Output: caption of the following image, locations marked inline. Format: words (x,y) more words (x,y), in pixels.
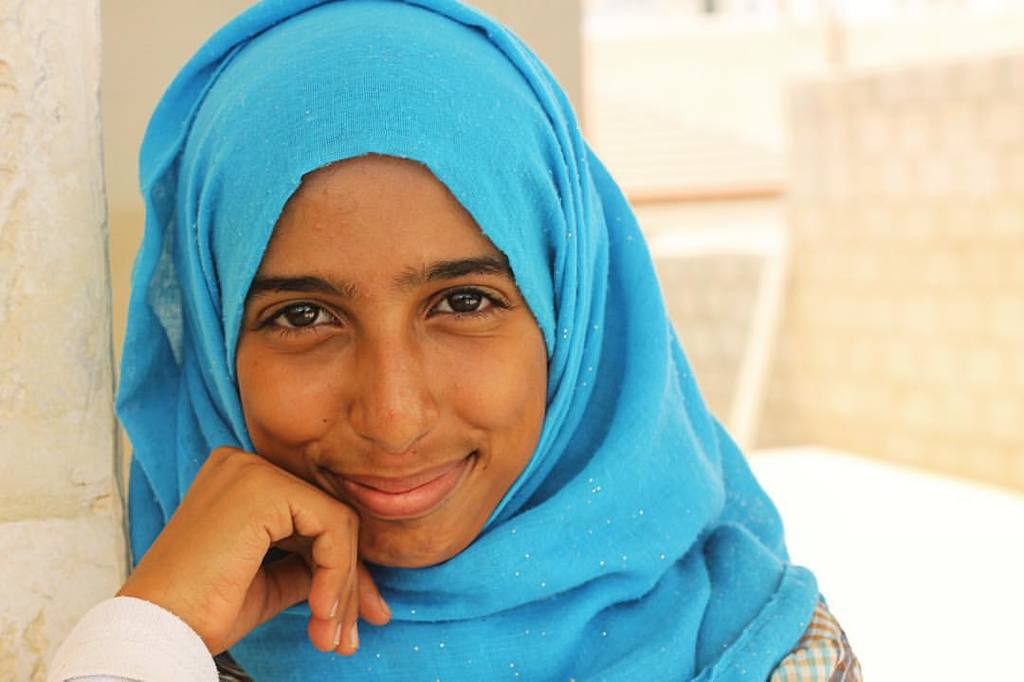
In this picture there is a girl (146,166) on the left side of the image (192,305).
